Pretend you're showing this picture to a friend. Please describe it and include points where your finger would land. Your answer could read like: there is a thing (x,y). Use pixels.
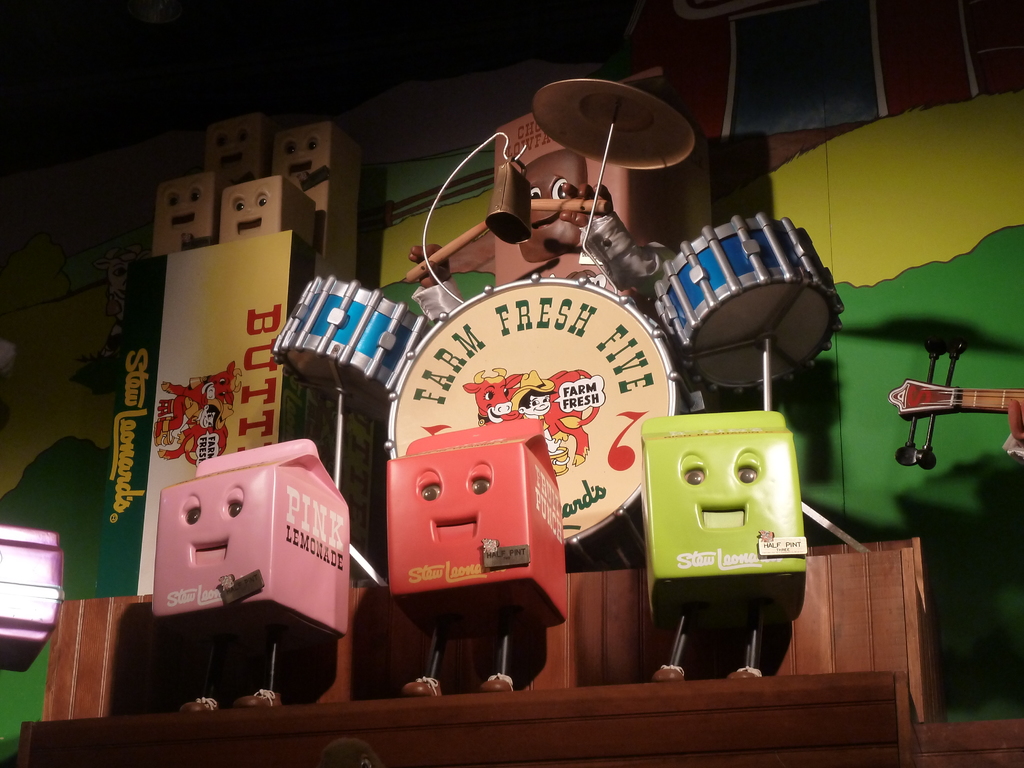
In this images we can see cartoon images (517,533) on the platform (607,724). In the background (598,459) there are musical instruments (469,413), drums (421,343), cartoon images (329,250) and a cartoon image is holding sticks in the hands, paintings (116,343) on the wall (52,477) and there is a guitar (956,397) on the right side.
